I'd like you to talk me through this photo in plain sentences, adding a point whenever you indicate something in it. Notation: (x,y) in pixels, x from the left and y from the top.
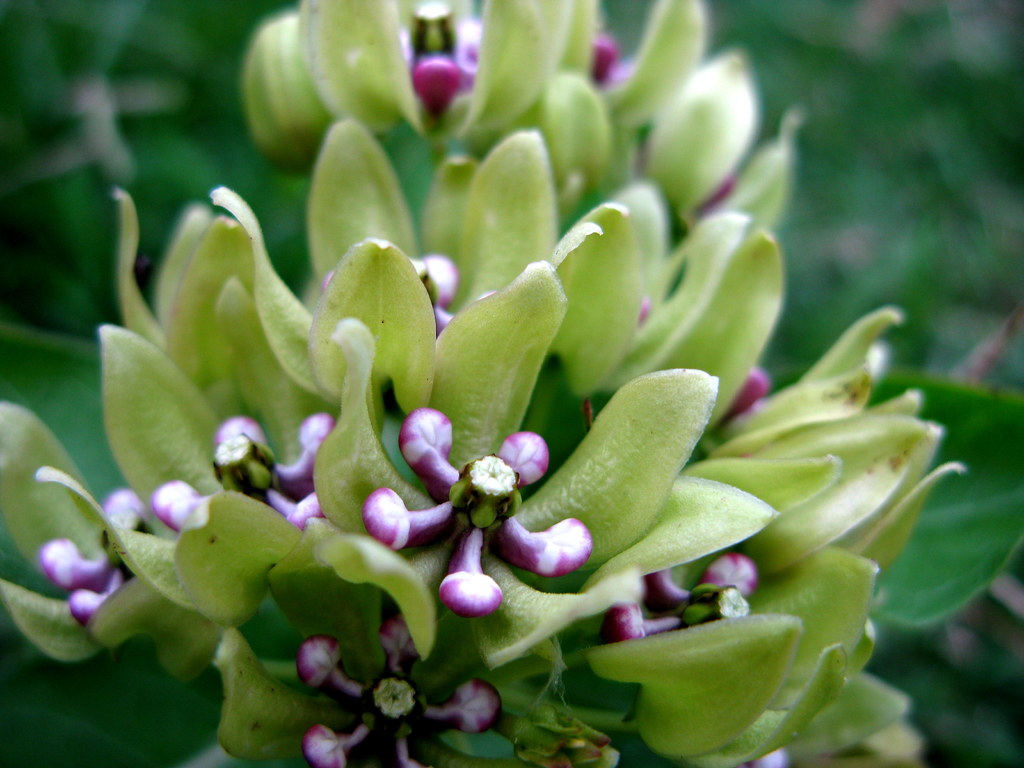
In this image I can see few flowers (381,530) in white and purple color and I can see few leaves (202,323) in green color.
